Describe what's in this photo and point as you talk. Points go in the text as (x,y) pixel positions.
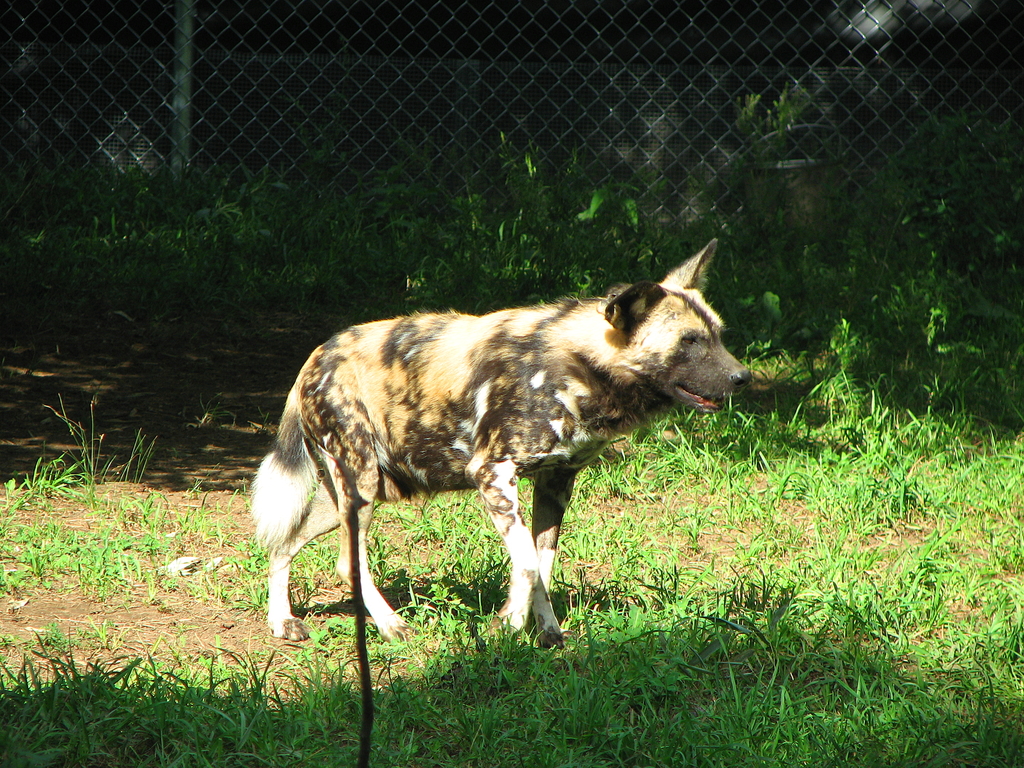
In the center of the image (536,425) there is a wild dog (523,449). At the bottom (570,649) there is grass (772,599). In the background (108,144) we can see a mesh (286,100).
